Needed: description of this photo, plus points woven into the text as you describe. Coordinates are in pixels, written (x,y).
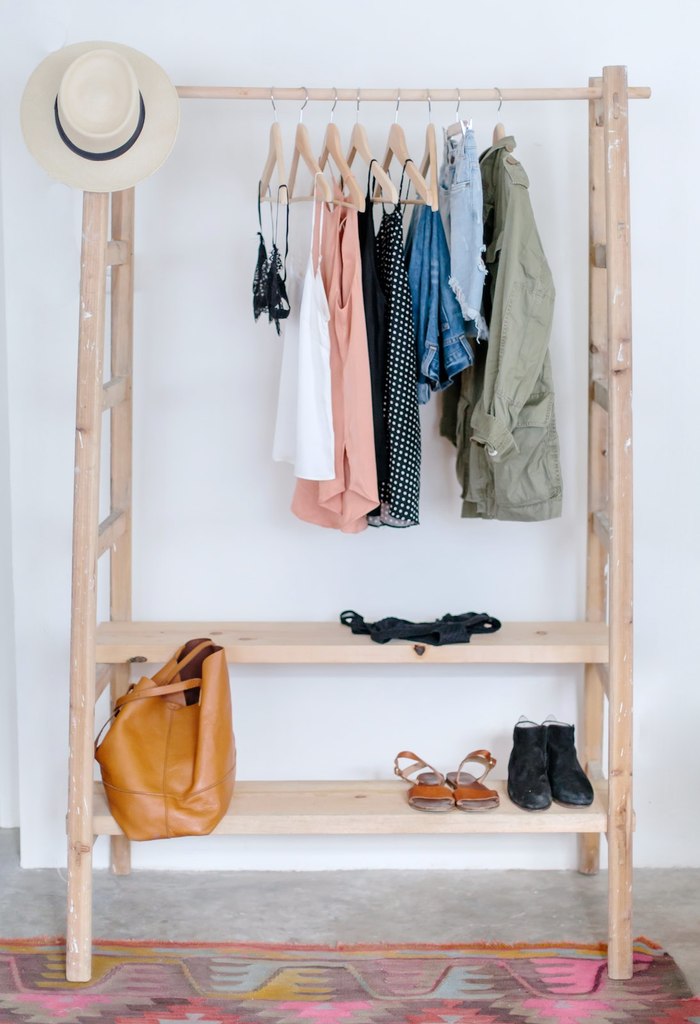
In the center of the image (420,681) there is a wardrobe (354,788). On the top of the shelf (576,634) there are hangers (406,161) and some shirts (507,152), some dresses (399,272) attached to the hangers (290,194). In the second shelf (437,813) there is a handbag (108,784), footwear (431,806) and boots (550,787). In the background (180,541) there is a wall (419,546). On the top of the wardrobe (128,226) there is a hat (148,98).
